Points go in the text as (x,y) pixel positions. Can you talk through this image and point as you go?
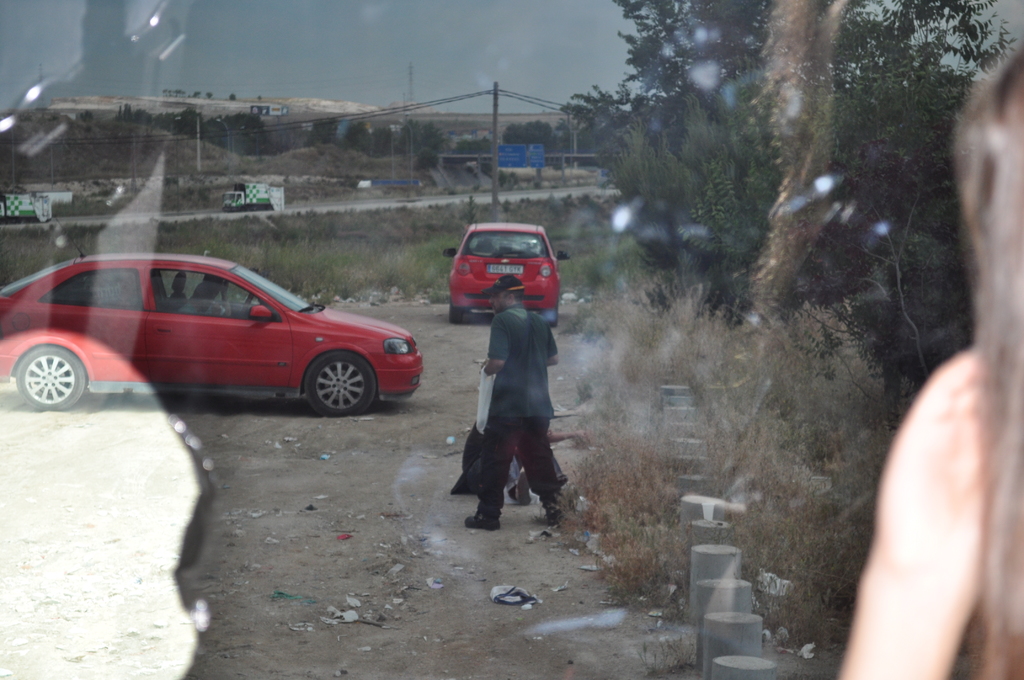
In this image we can see a person (944,377) on the right (944,377) and we can also see the cars (489,286), people (512,329), grass (468,219), trees (731,287), concrete rods (680,421), land (369,567), road (145,218), poles (497,84) and wires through the glass (149,160). We can also see the sky (421,96) through the glass (478,139).
